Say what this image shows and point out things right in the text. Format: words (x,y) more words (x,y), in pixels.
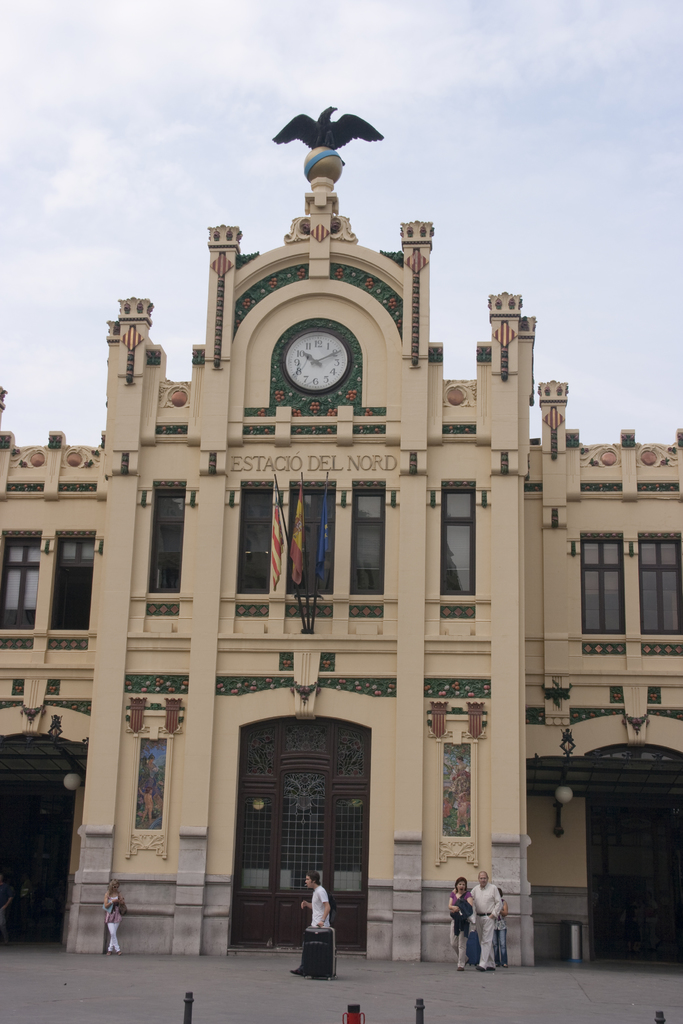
In this picture we can see poles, some people (471,919) on the ground (79,999), flags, clock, building (308,733) with windows (367,507), some objects (578,959) and in the background (294,81) we can see the sky (568,198).
